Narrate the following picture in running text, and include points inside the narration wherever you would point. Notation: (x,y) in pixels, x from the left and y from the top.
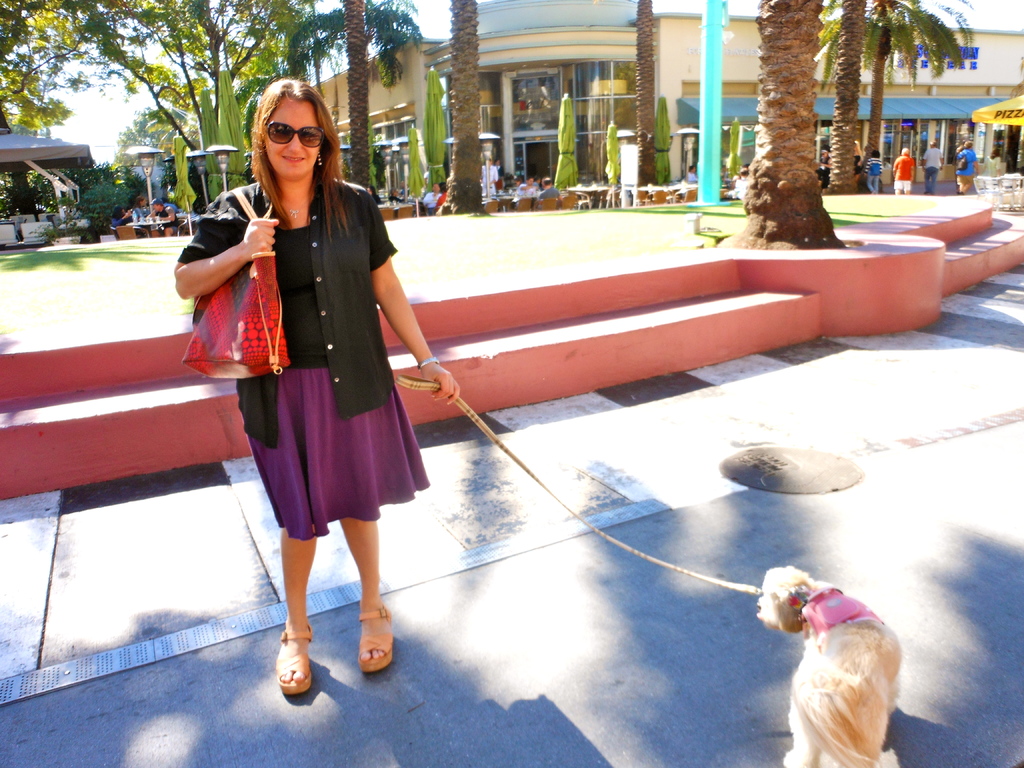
In this image there is a woman (264,391) standing with her dog (843,627) on a road (647,647), in the background (765,94) there are trees (639,117), tables (678,189), chairs (584,203) and shops (753,84).
